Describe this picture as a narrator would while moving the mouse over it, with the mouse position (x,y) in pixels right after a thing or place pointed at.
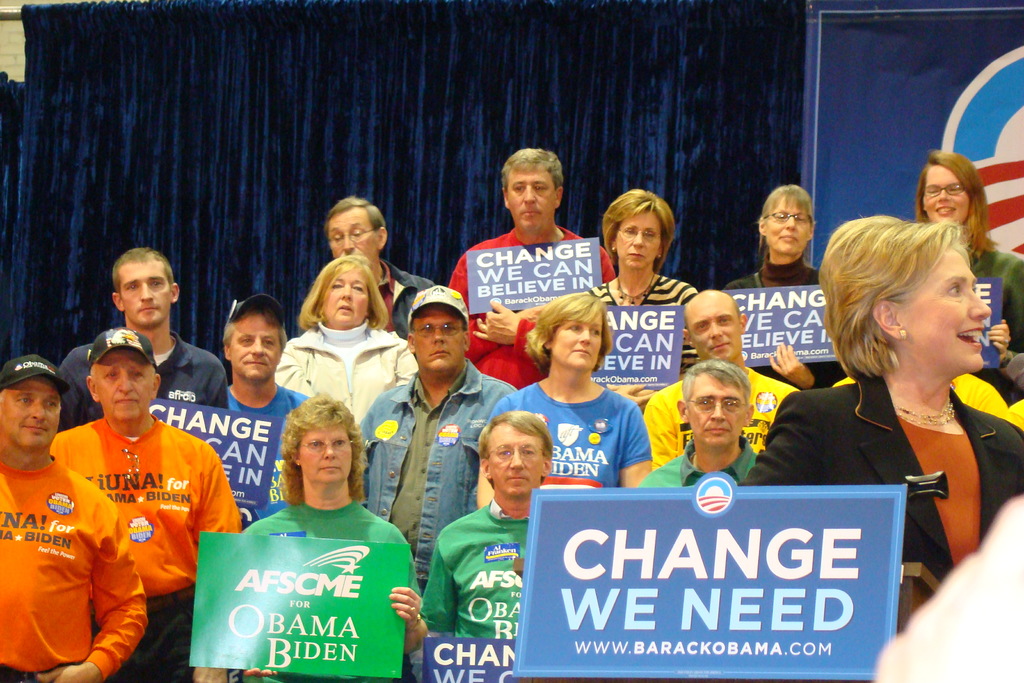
In this image, I can see group of people (970,247) standing. Among them few people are holding placards (360,665) in their hands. This is the blue cloth (199,75), which is hanging to the hanger (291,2). This looks like a hoarding (927,86).
